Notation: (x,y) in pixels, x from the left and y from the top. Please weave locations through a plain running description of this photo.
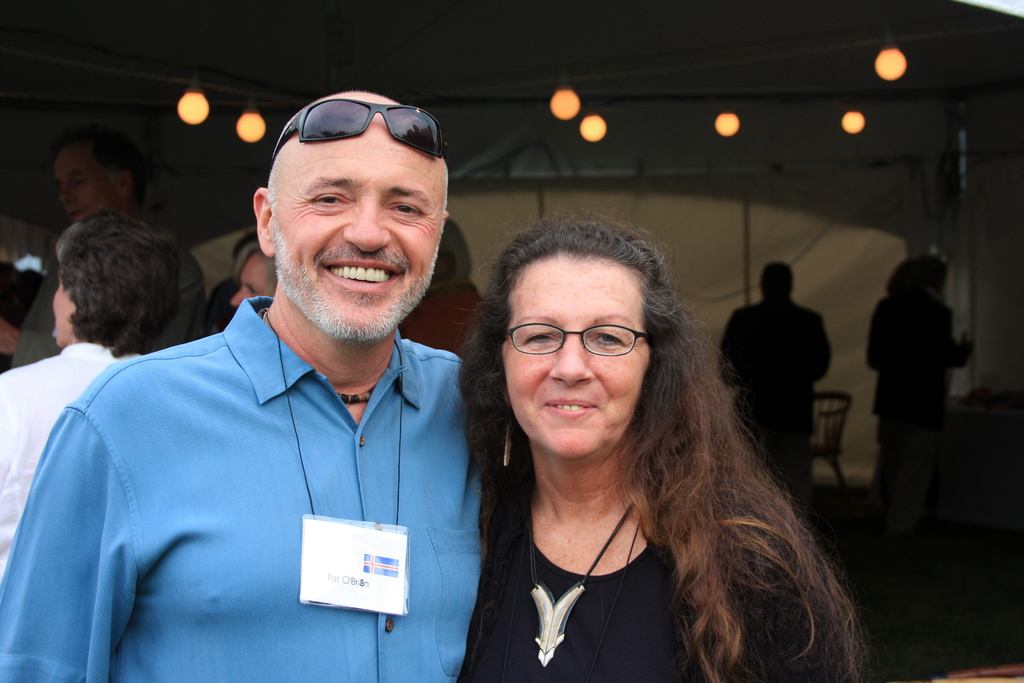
A man (264,564) is standing and also smiling, he wore blue color shirt (281,518), beside him a woman (564,530) is smiling she wore black color dress (508,646). At the top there are lights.
